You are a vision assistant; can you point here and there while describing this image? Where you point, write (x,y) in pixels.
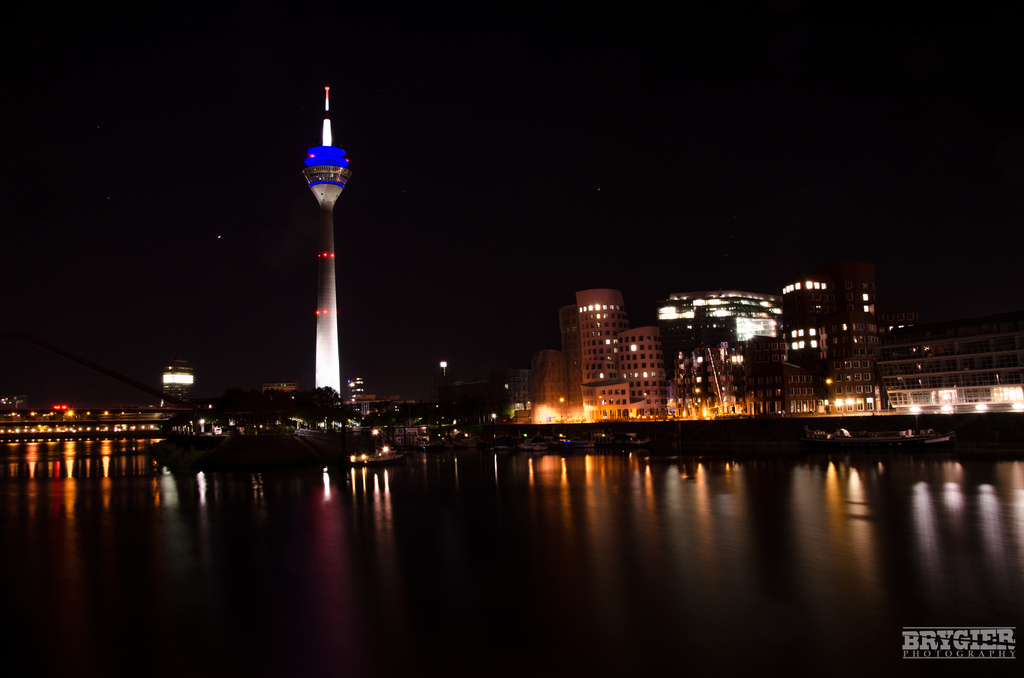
This is an image clicked in the dark. In the middle of the image (501,390) I can see many buildings (813,371), trees (306,396), lights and a tower (328,272). The background (907,292) is in black color. In the bottom right (954,645), I can see some text (952,644).
